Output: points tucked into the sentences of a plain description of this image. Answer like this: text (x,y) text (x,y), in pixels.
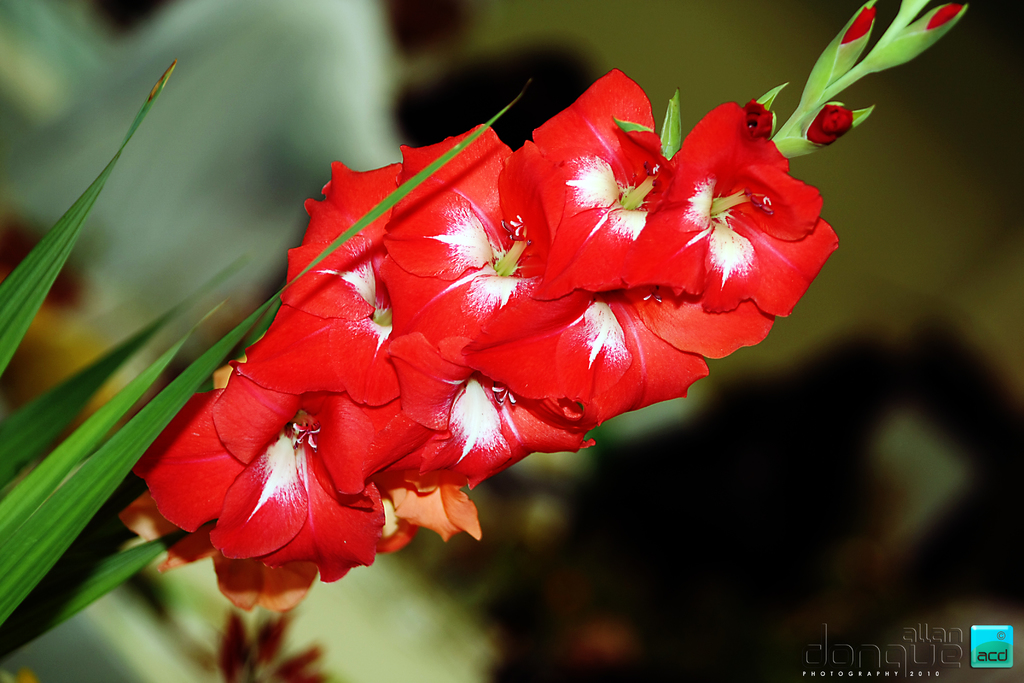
In this picture I can observe red color flowers (443,286) to the plant (124,449). I can observe green color leaves (152,365). The background (495,62) is completely blurred. On the bottom right side (899,642) I can observe watermark (884,653).
